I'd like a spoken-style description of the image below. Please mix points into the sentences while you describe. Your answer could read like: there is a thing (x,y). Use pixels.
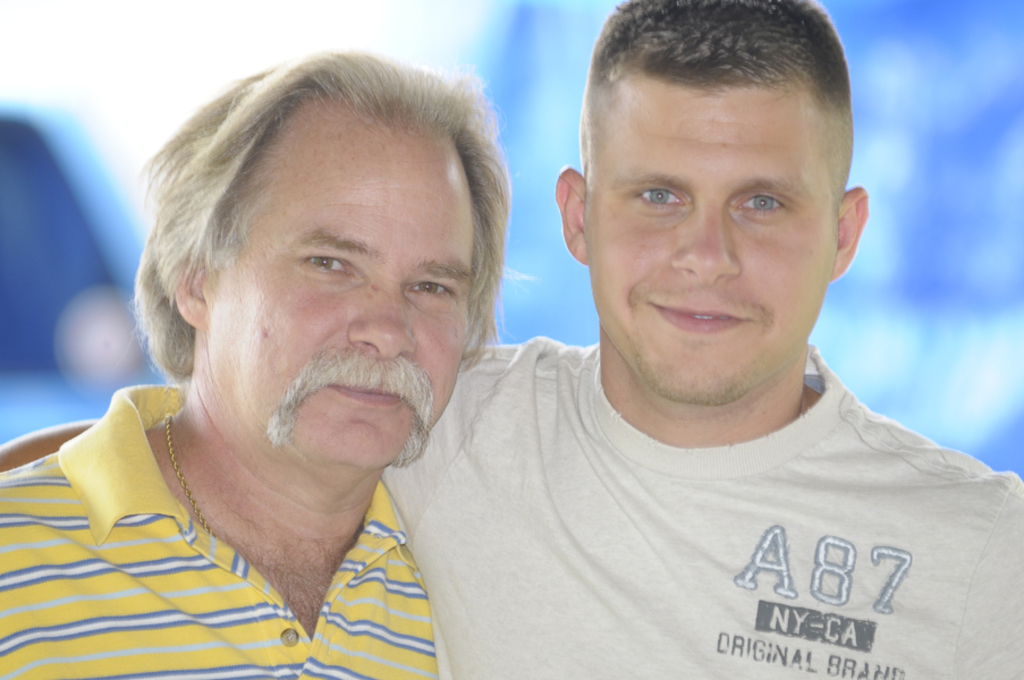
In this image I can see two men (391,523) where I can see one is wearing yellow colour t shirt (154,612) and another one is wearing white. I can also see blue colour in background (509,246) and I can see this image is blurry from background (859,19). Here I can see something is written on his dress (725,589).
